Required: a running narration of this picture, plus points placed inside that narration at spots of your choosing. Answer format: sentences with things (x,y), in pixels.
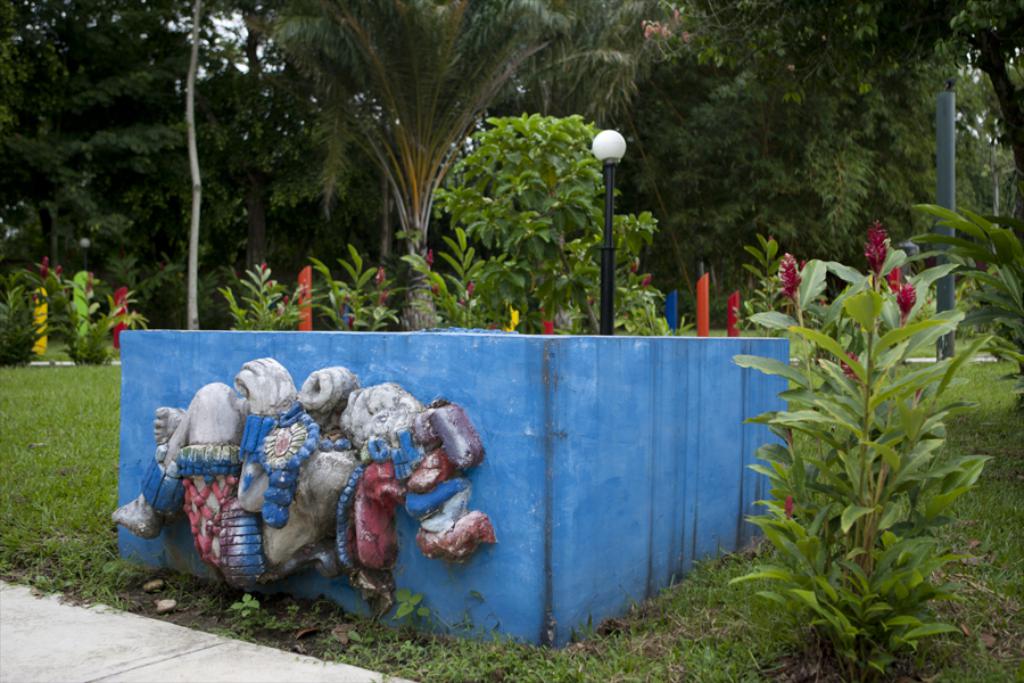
In the center of the image (559,442) there is a blue color platform (488,469) with a sculpture (372,404) on it. At the background of the image (369,236) there are many trees (773,139). At the bottom of the image (753,643) there is grass (710,657). There is a light pole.
